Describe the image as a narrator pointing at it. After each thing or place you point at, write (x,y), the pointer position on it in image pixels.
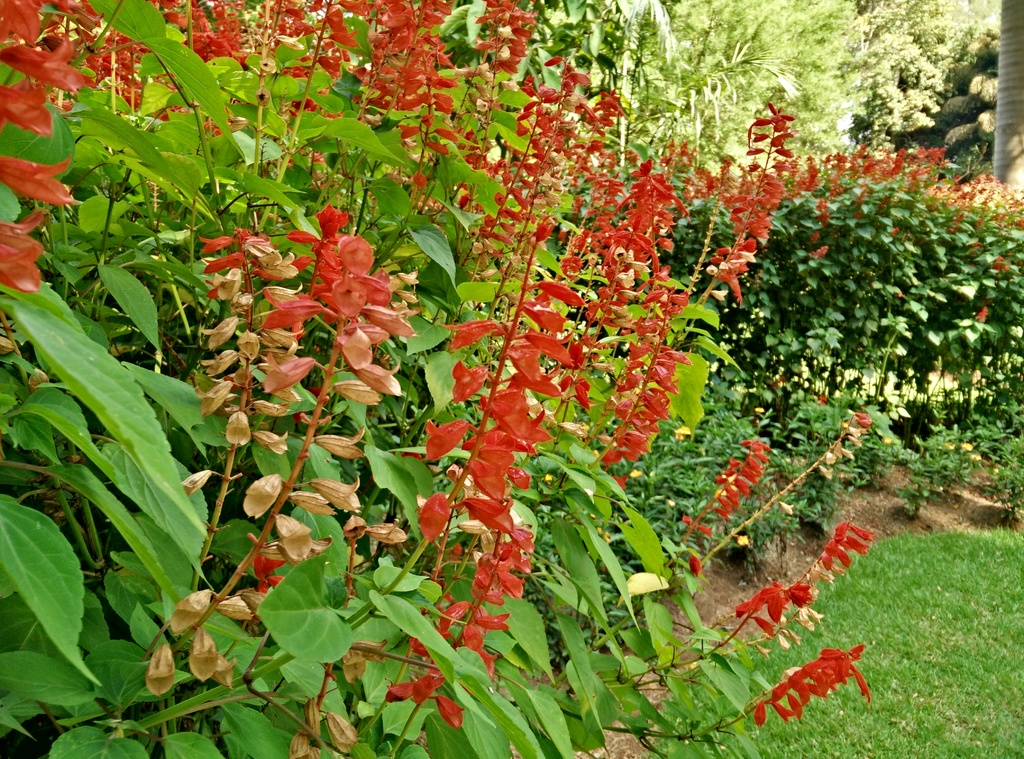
In this picture we can see plants (349,428) with flowers (345,442) on the ground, here we can see grass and in the background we can see trees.
